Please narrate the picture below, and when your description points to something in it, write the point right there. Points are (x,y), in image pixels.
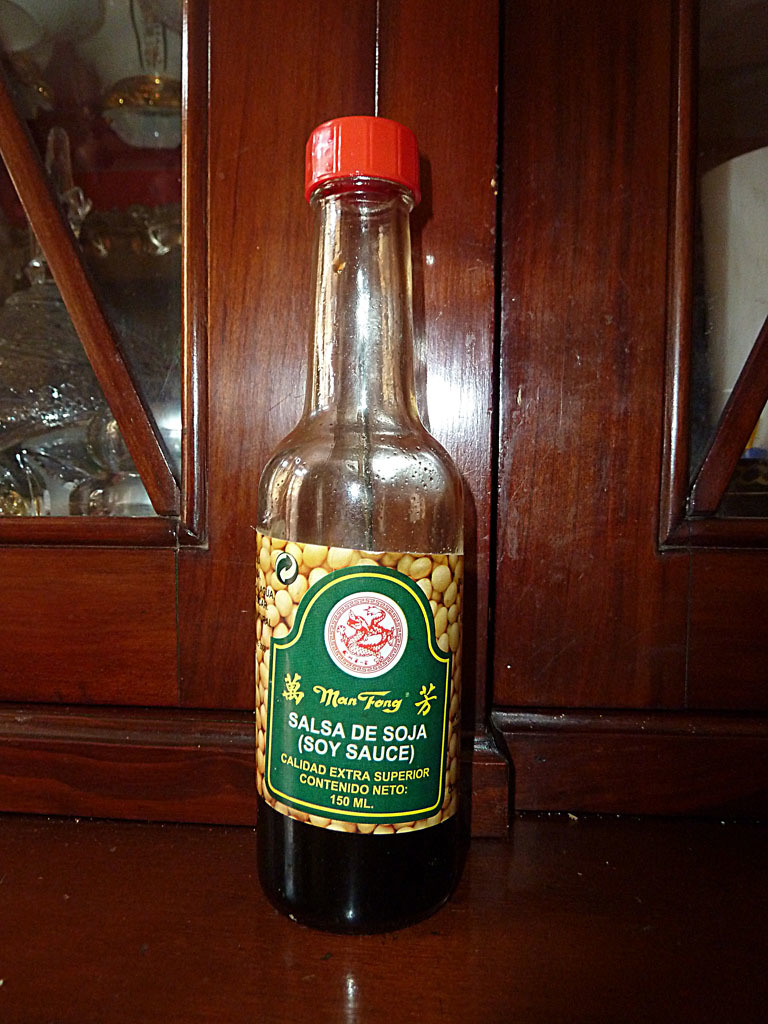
On the table (158,909) there is a soy sauce bottle (356,573) with a red color cap (355,166). Behind the bottle (365,266) there is a cupboard (252,285). Inside the cupboard (90,288) there are some items (59,394).
